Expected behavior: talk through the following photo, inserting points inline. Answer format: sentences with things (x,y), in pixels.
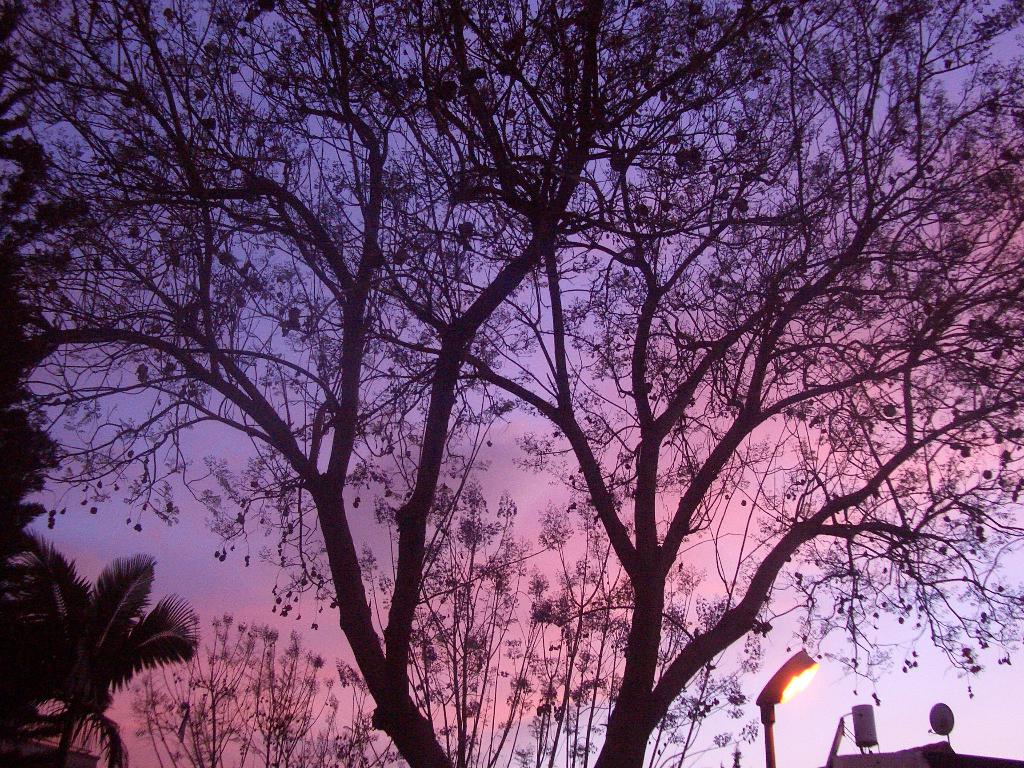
This image is taken outdoors. In the background (521,425) there is the sky (891,632) with clouds (668,501). The sky (697,540) is pink and purple colors. In the middle of the image (489,286) there are many trees (180,655) with leaves (6,370), stems (458,335) and branches (748,261). There is a pole (771,758) with a street light (766,714). There are two objects (867,738).
